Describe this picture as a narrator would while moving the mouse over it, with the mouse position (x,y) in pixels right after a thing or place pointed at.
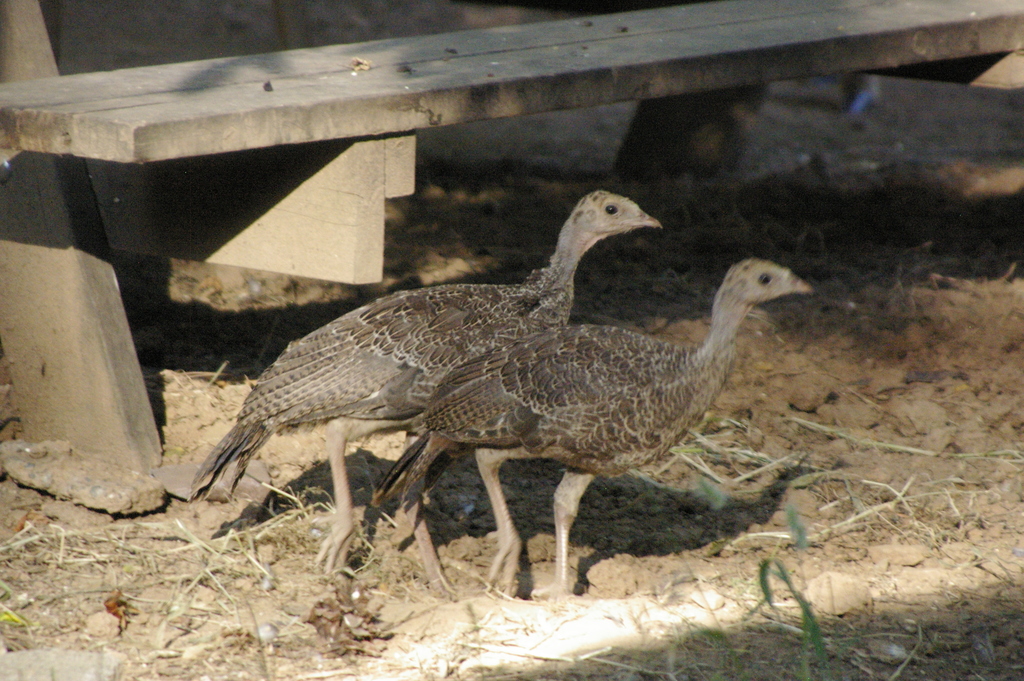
In the center of the image (498,366) there are hens (577,490). In the background (40,181) there is a bench (480,114). At the bottom (673,644) we can see grass (817,632).
